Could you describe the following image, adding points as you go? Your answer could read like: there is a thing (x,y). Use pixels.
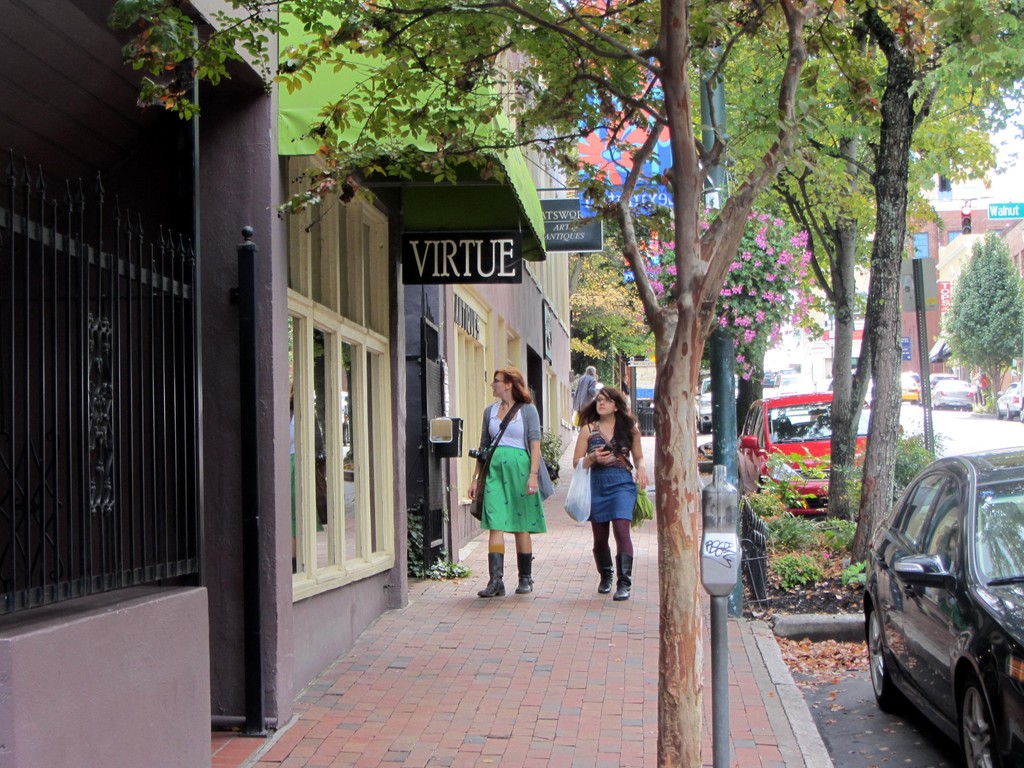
In this picture there are three persons (508,431) walking on the footpath (415,714) and there are buildings (940,242) and trees (814,275) and poles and there are boards (501,268) on the buildings (431,306) and poles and there are vehicles (991,591) on the road (879,759). At the bottom (843,750) there is a road (855,766) and there are dried leaves (809,650) and there are plants (771,537).
